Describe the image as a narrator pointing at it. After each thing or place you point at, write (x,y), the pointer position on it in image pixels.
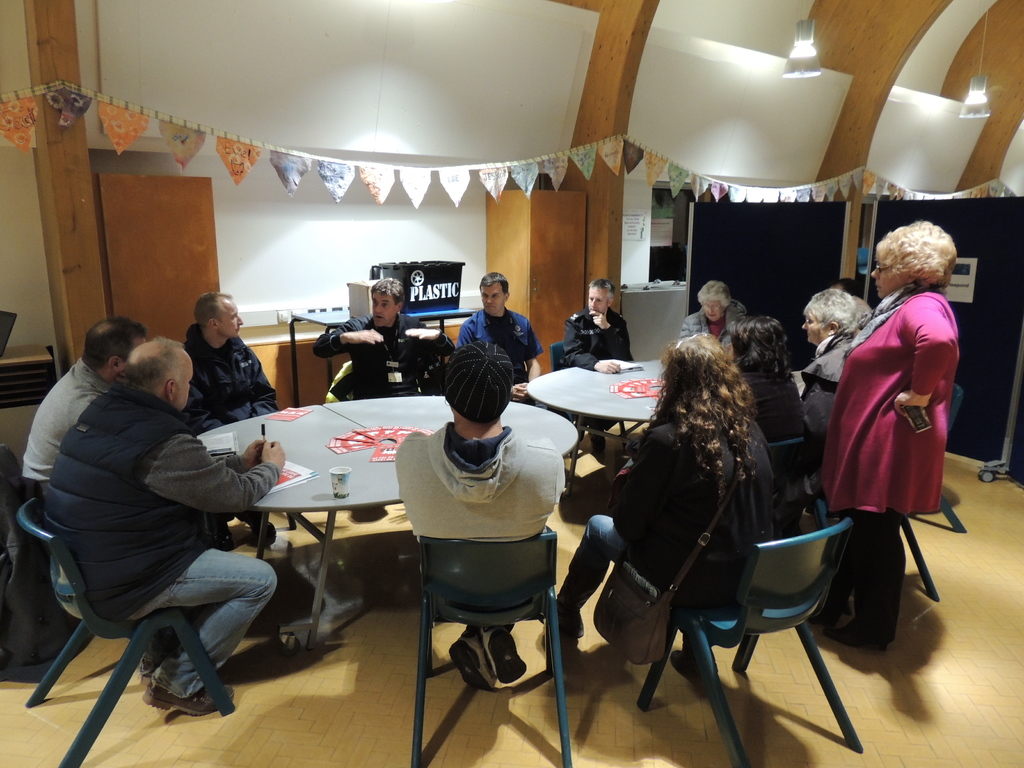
In this image there are group of people (472,481) sitting in chairs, another group of people (176,563) sitting in chairs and in table (307,426) there are some leaflets (339,445), cup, book (218,442), pen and in back ground (299,286) there is a light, wall (220,166), rack (497,230), box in the table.
